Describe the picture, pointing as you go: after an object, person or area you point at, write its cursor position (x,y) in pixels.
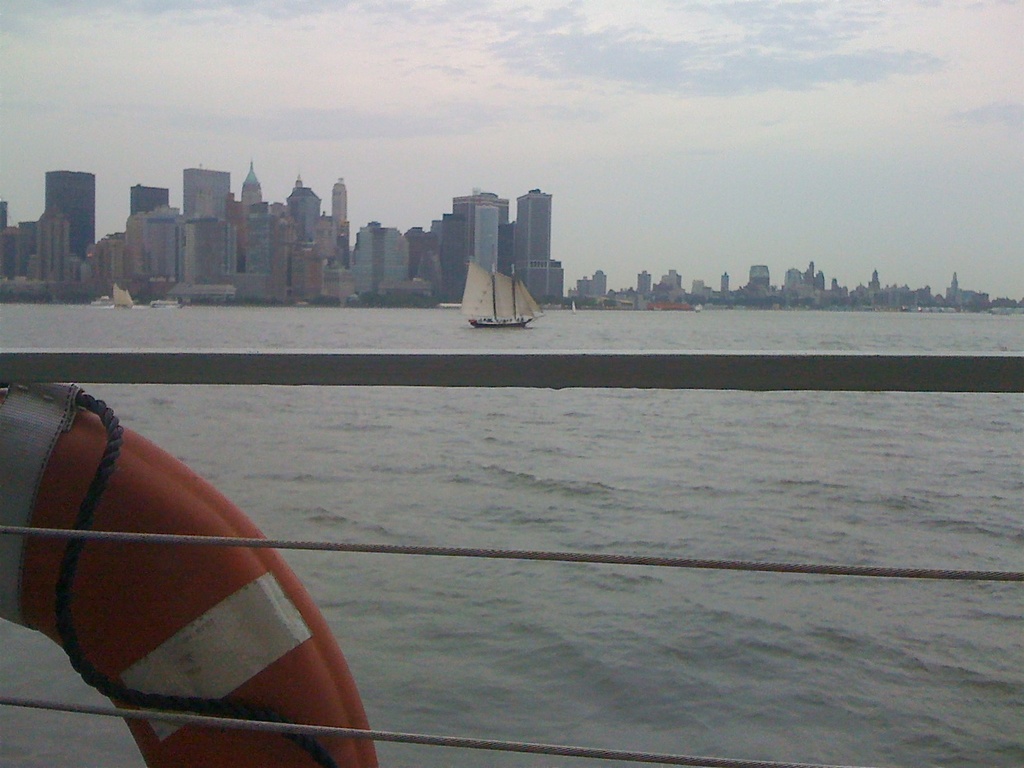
There is an orange color safety tube (149,515). Which is attached to the railing (99,361) of a boat (48,352). Which is on the water (627,668) of the ocean (890,544). In the background (492,294), there is another boat (471,300) on the water (528,347). There are buildings (214,209) and towers (314,234) on the ground (461,295) and there are clouds (443,113) in the sky (350,93).
